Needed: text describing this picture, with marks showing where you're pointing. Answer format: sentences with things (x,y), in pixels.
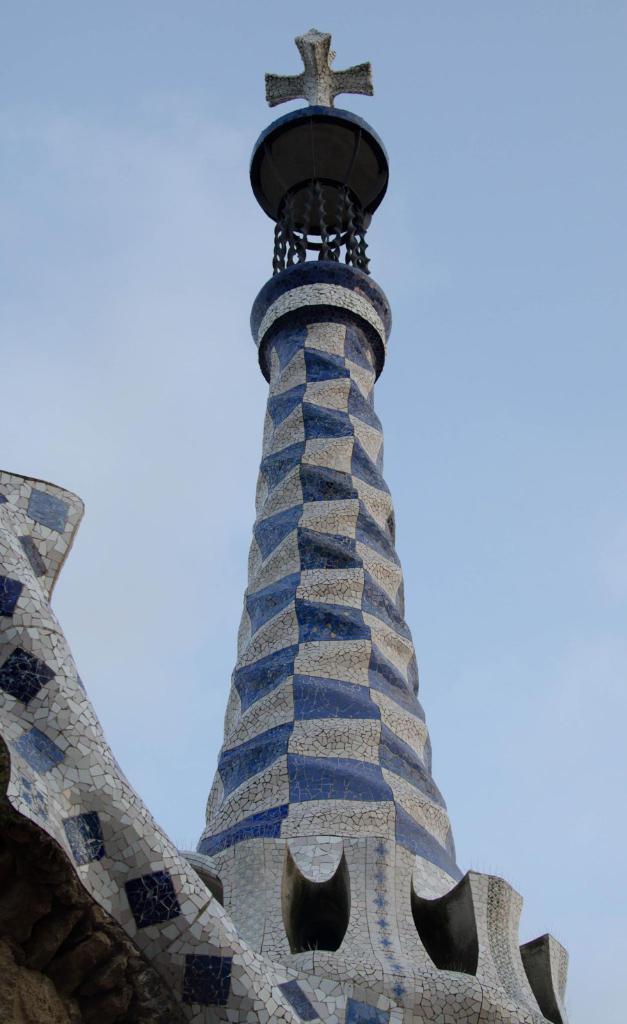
In this image we can see the building (252,902) and on the top of the building (321,125), we can see the cross (326,56) and in the background (582,274), we can see the sky (602,656).
